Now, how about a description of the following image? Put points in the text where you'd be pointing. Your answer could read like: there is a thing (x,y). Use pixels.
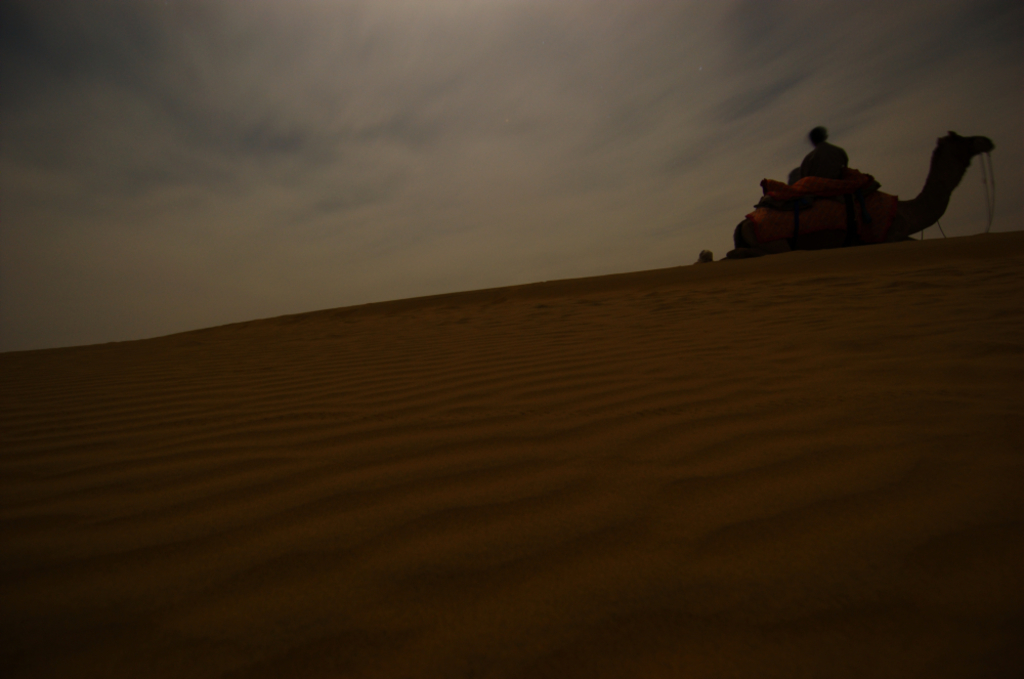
In the image there is a desert (665,352) and a camel (745,234) is laying on the sand (837,264) and behind the sand (850,258) there is a person (824,151).
